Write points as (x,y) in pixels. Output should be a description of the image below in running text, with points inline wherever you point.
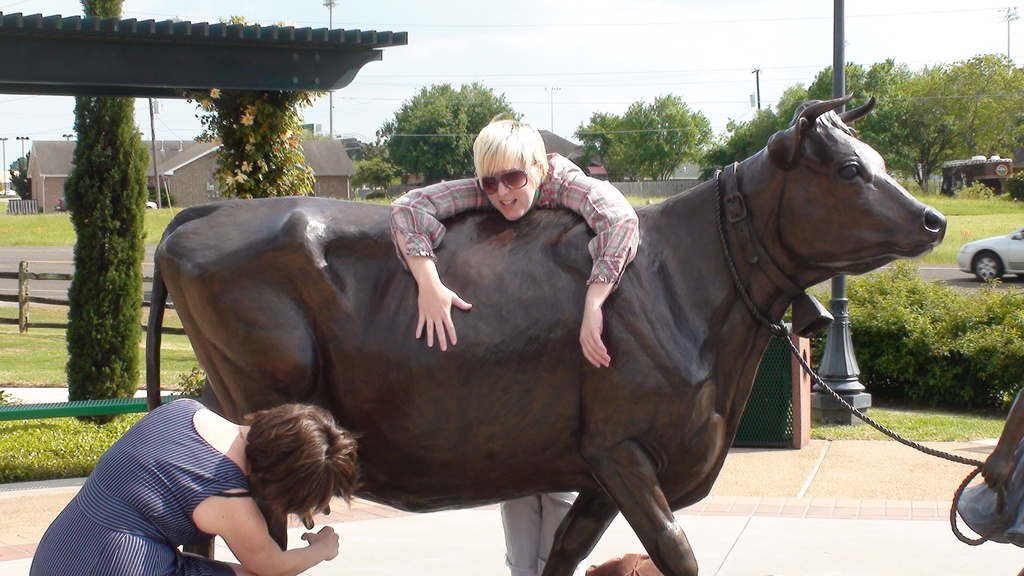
In the middle of the image (564,298) we can see an animal statue (628,385) and two persons (511,198) beside it. In the background (835,364) we can see chain (832,396), motor vehicle (1000,260), electric pole (842,365), electric cables (626,24), buildings (43,147), wooden grill (22,285), creepers (229,125), trees (452,123) and ground (954,238).
